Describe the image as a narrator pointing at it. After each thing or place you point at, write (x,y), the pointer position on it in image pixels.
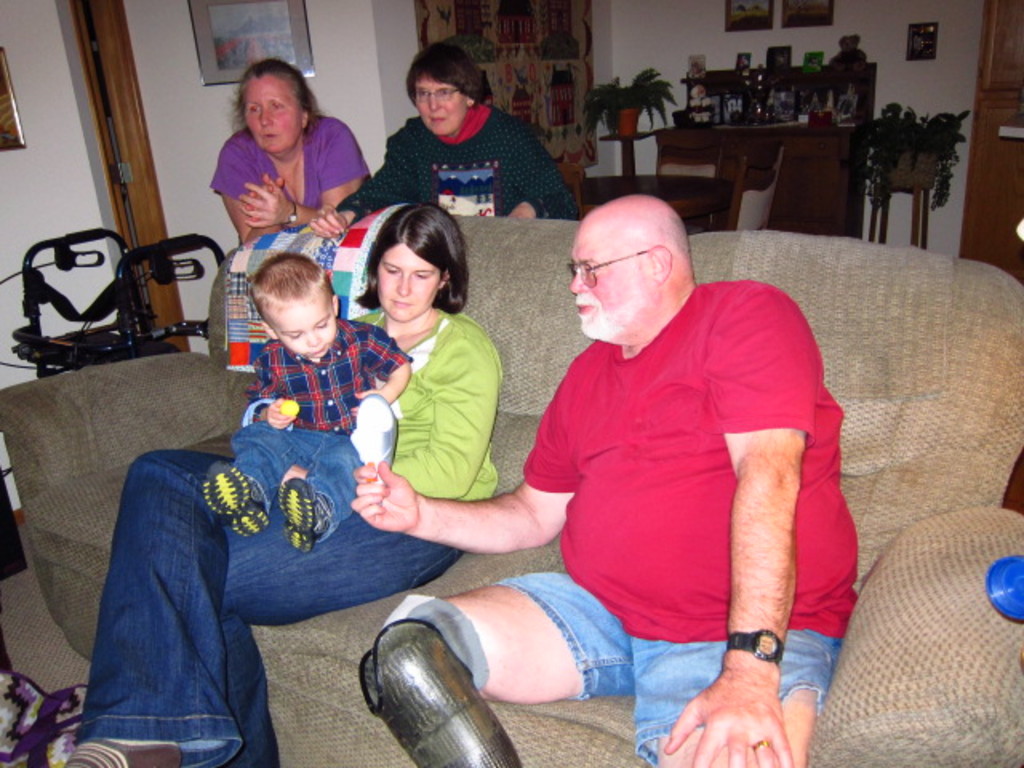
These two persons (389,157) are standing, these two persons (423,246) are sitting on the sofa (340,639) and this person (433,391) holding a baby (258,488) with her hands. On the background (347,23) we can see wall (886,70), frames (209,38), objects (851,53) on the table (842,150).
